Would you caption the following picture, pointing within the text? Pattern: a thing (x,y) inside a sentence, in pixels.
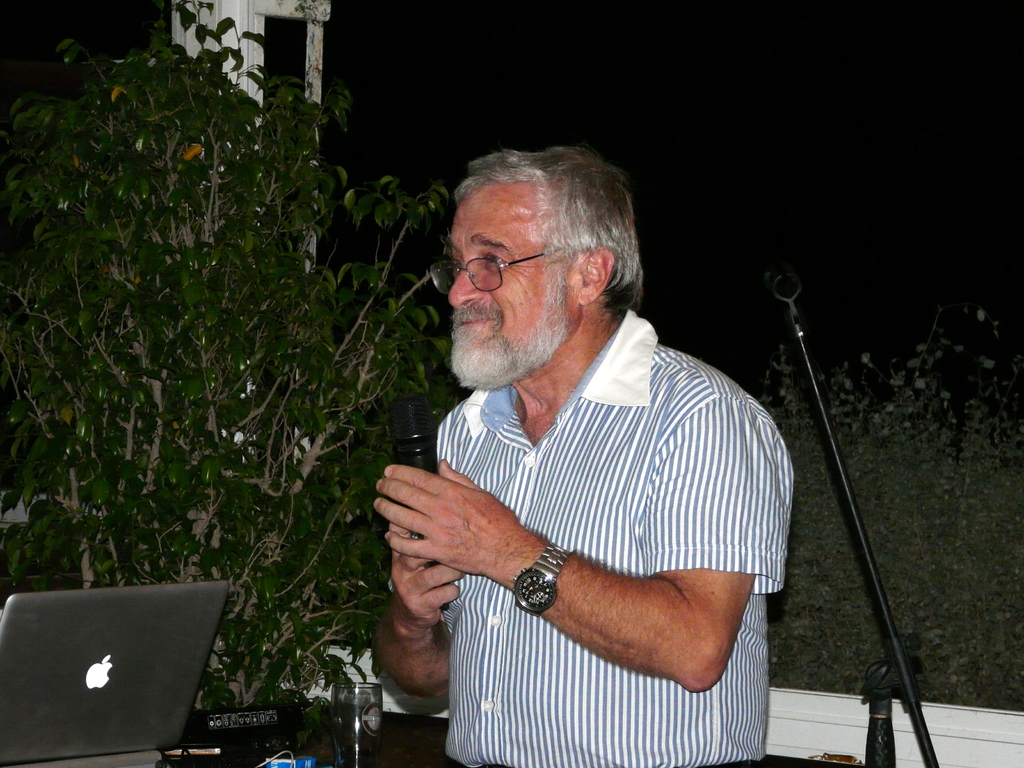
In this picture there is a person (474,380) holding microphone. We can see laptop (188,676). On the background (261,172) we can see trees (234,192). This is stand (926,741). This is glass (371,722).
